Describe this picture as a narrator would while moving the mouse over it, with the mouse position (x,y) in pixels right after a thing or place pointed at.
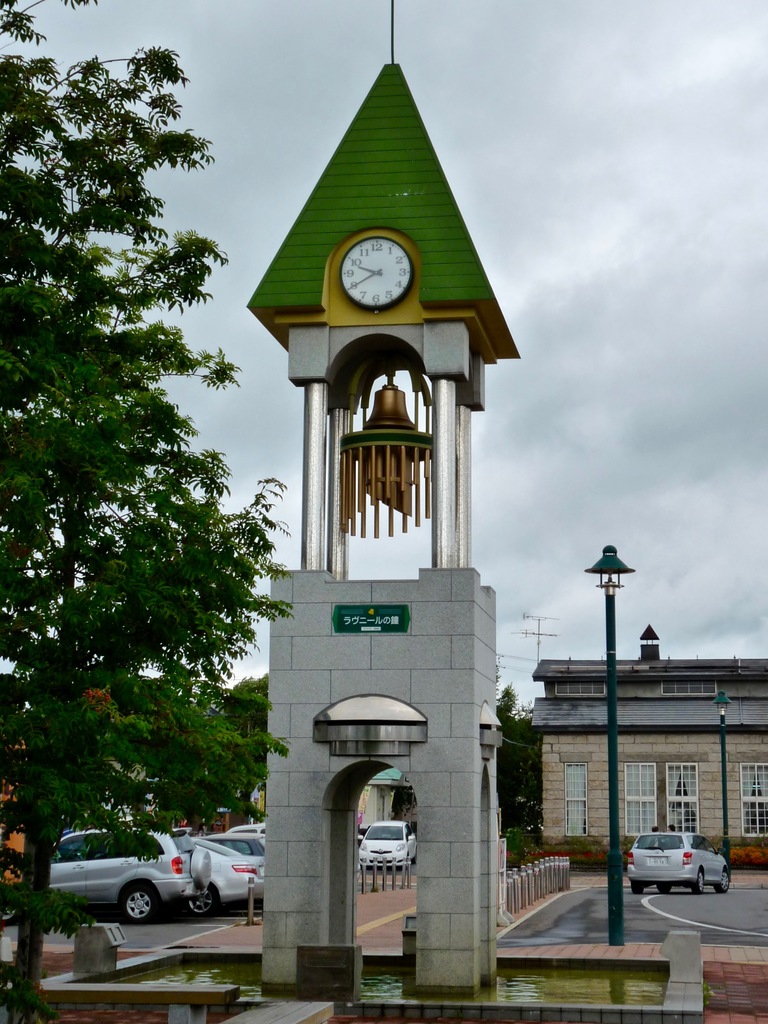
In this image we can see a clock tower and a bell (383,412) attached to it, in the background (586,750) there is a house (652,726) and some trees (512,789), there are a few cars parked and there is a tree (156,646) in front of the tower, there are some water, a street light (614,760) and a cloudy sky (612,256).
